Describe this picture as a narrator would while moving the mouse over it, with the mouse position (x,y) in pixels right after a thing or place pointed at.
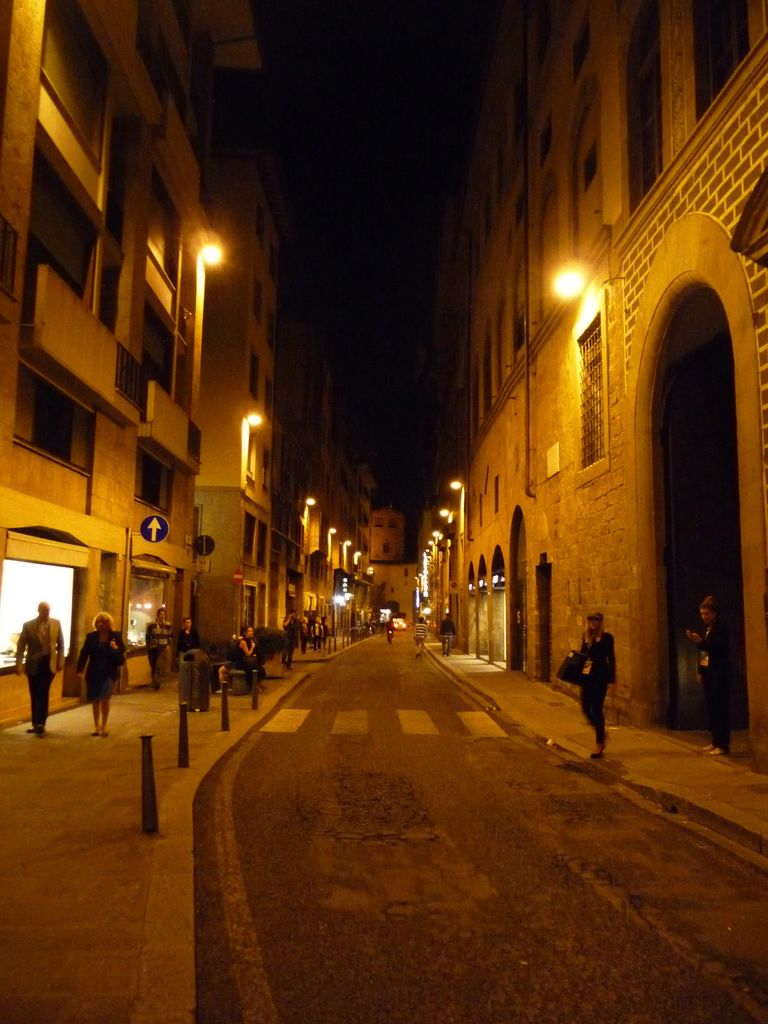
In this picture, we can see a few people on the roads (305,736), buildings (488,411) with windows (42,571) and some lights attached to it, poles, sign boards (161,529), and we can see the dark sky (394,266).
